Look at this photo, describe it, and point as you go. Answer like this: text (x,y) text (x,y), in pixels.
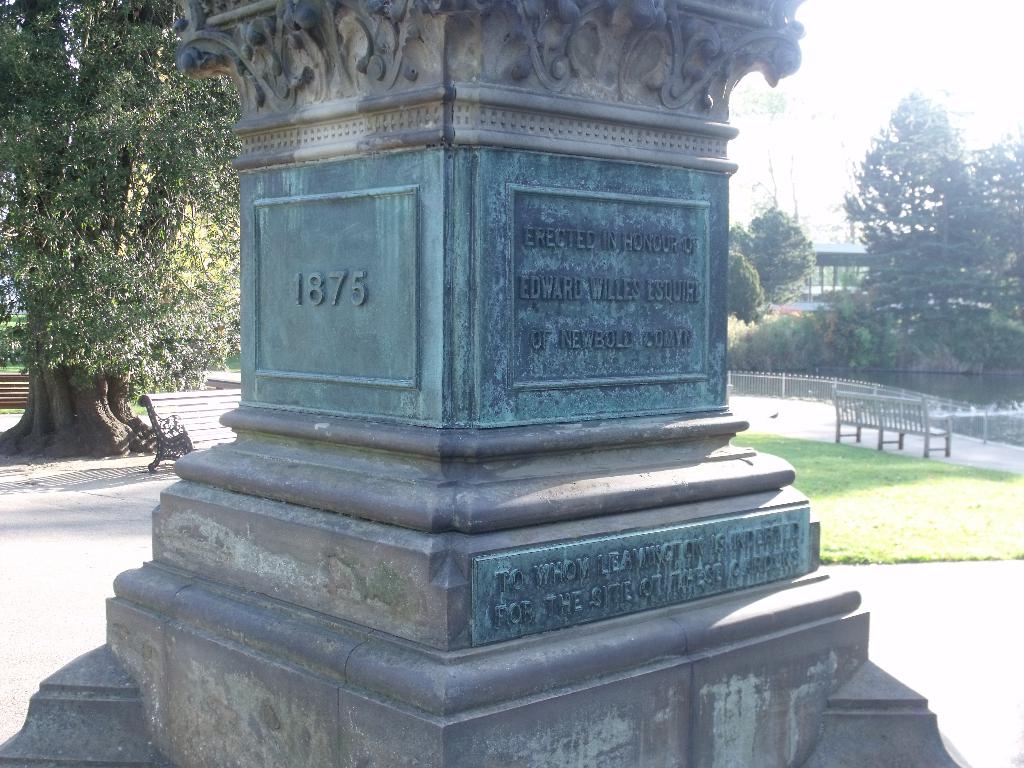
In the image in the center (419,297) we can see one stone (279,381). On the stone (513,565), we can see something written on it. In the background (24,48) we can see the sky (835,26), clouds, trees (863,339), plants (846,331), grass (906,521), poles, fence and road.
